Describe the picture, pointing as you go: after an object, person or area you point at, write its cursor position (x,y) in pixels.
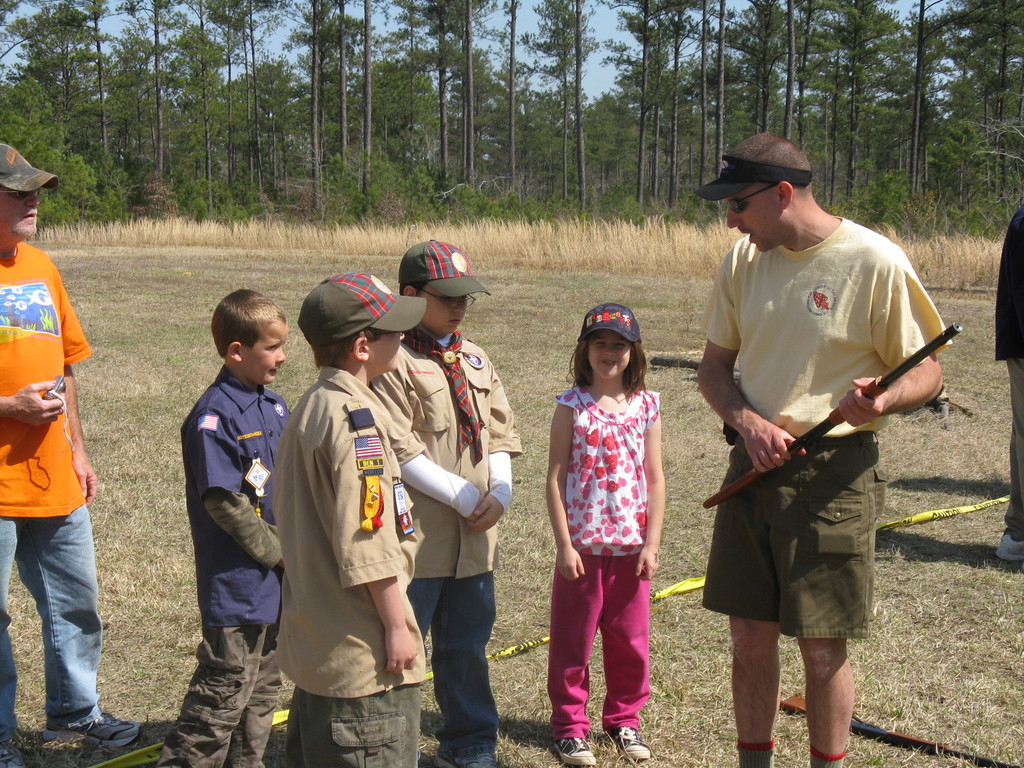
In the center of the image (597,503) there are kids (331,748) standing. There is a person (714,540) holding a gun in his hand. In the background of the image (32,149) there are trees (648,163). At the bottom of the image (694,715) there is grass (683,739).
